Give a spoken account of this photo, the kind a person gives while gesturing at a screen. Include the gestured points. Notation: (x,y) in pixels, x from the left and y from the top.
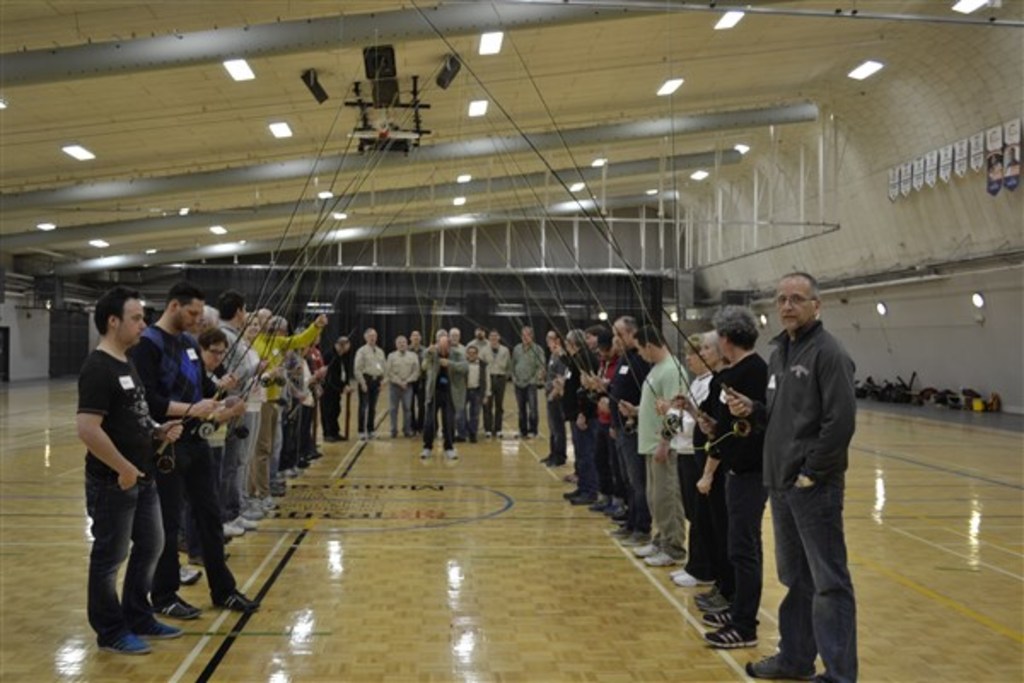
This picture is taken in a room (757,53). In the center of the picture (656,398) there are people (474,345) standing holding fishing rods (275,380). This is a wooden floor (557,587). At the top (281,115) to the ceiling (267,129) there are lights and iron bars (541,268). On the right (932,181) there are banners (990,165), lights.
